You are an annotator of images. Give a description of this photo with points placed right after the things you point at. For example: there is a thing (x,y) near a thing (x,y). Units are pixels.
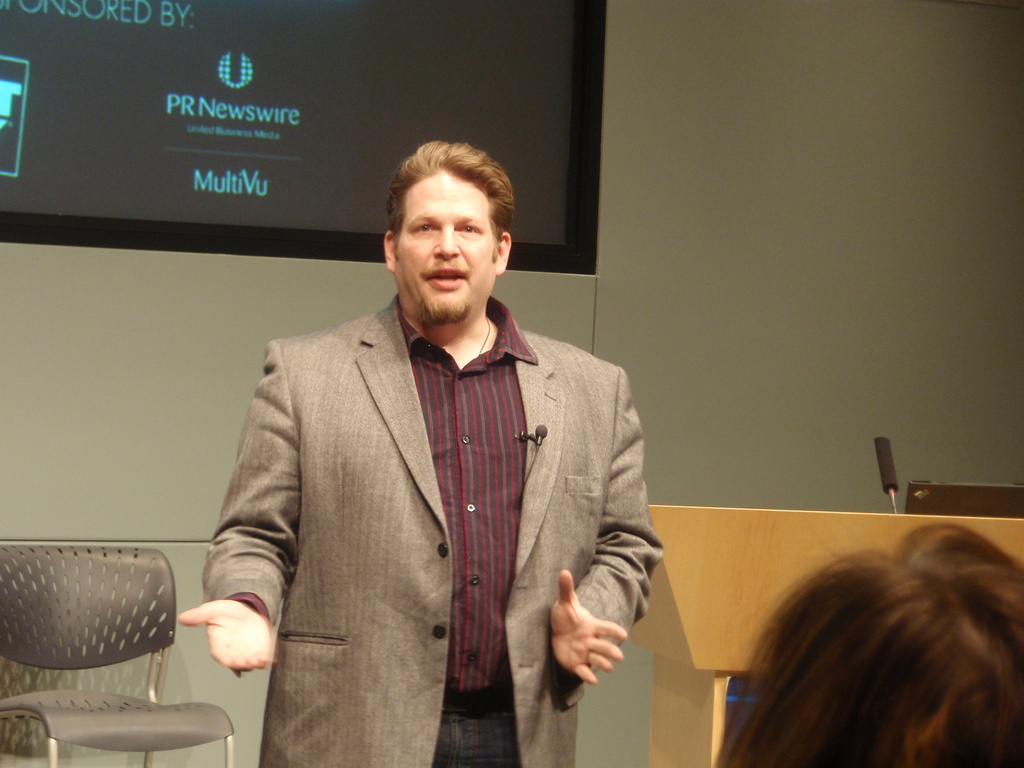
In this image in the foreground (329,506) there is one person (390,547) who is standing and talking, and on the right side (893,671) there is another person (889,605), table (832,544), mike (885,475) is visible. And on the left side (105,666) there is one chair (121,552), in the background (155,120) there is a screen (282,125) and a wall (868,285).
